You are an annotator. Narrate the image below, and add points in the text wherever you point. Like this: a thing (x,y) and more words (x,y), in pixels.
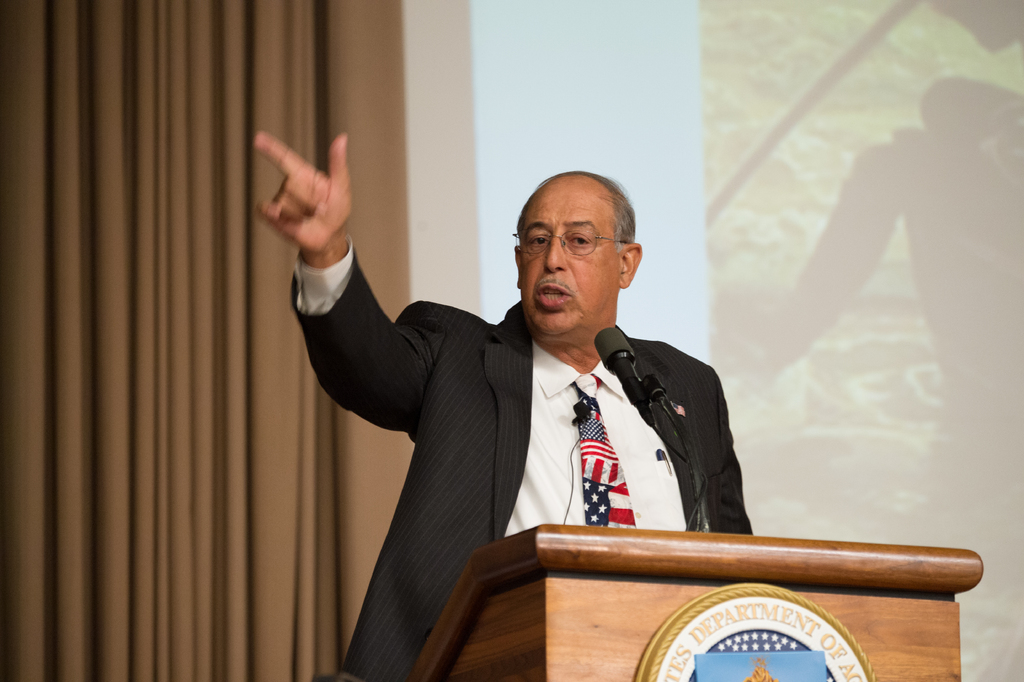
In this image I can see the person (546,440) standing in-front of the podium (784,559). On the podium (655,568) I can see the mic (641,400). The person (541,412) is wearing the black and white dress (515,423) and colorful tie (591,522). In the background (351,215) I can see the curtain (388,110) and the screen (622,87).
